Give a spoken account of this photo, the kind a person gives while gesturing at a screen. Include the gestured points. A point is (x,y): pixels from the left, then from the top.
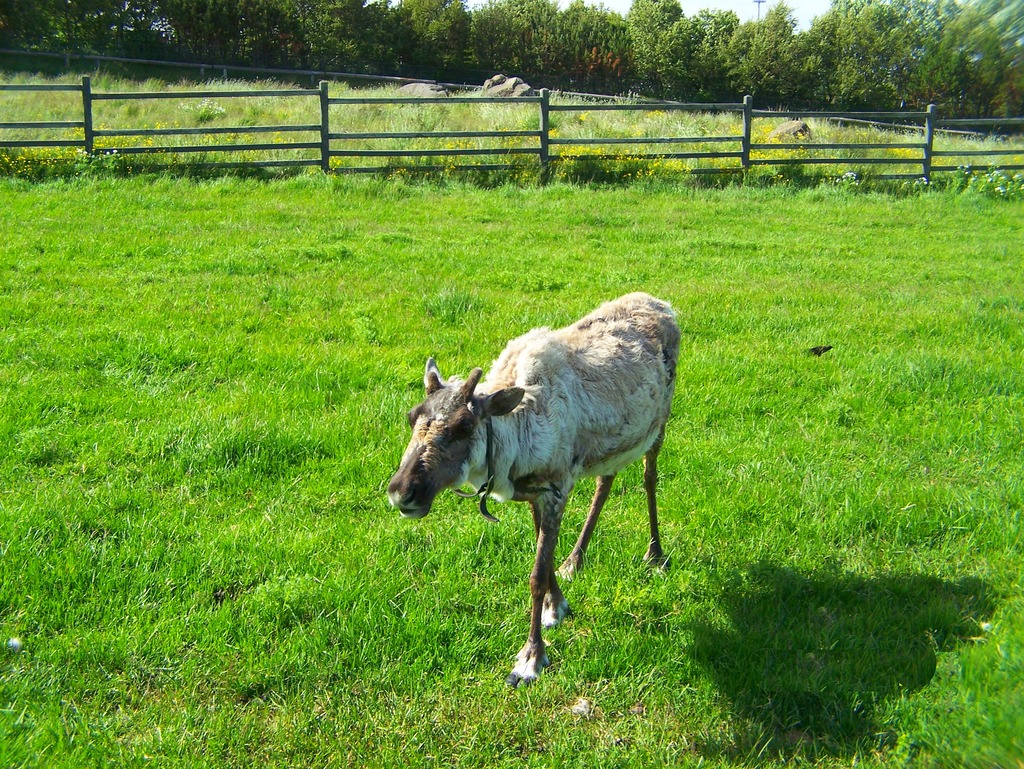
In this image in the center (567,435) there is one reindeer (526,460), at the bottom (192,524) there is grass (146,366) and in the background (388,109) there is a fence (854,156), grass (272,114) and some trees (628,32).
